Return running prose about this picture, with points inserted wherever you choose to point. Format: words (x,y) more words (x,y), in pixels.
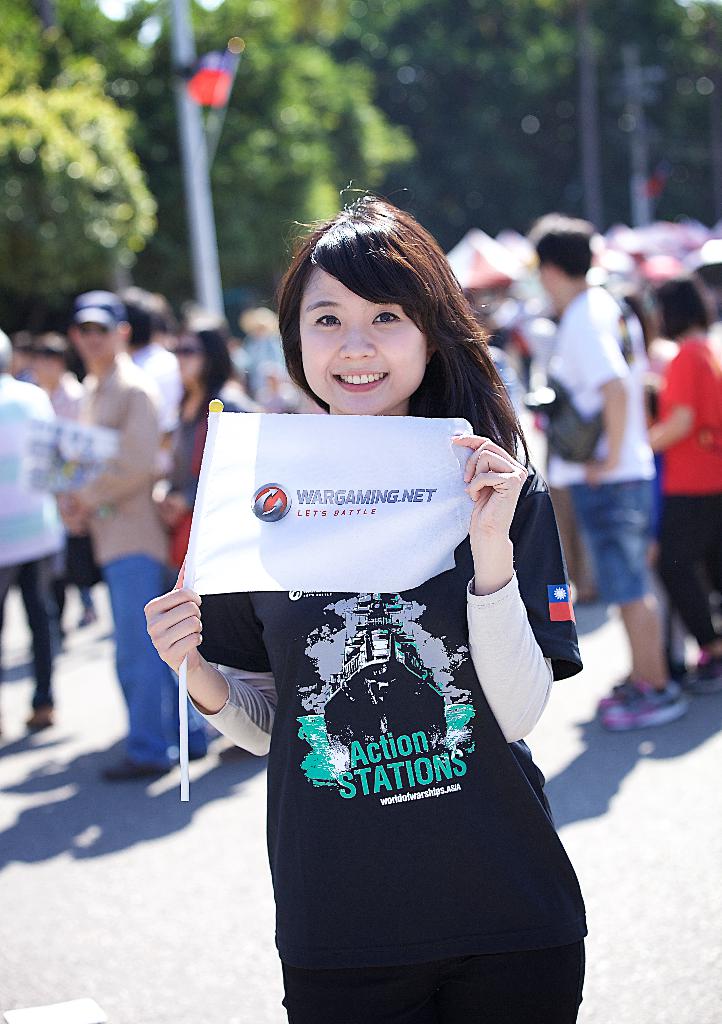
There is a woman (315,295) standing and holding a poster (310,534) with stick (185,669). In the background (462,222) it is blurry and we can see trees (165,145) and people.
